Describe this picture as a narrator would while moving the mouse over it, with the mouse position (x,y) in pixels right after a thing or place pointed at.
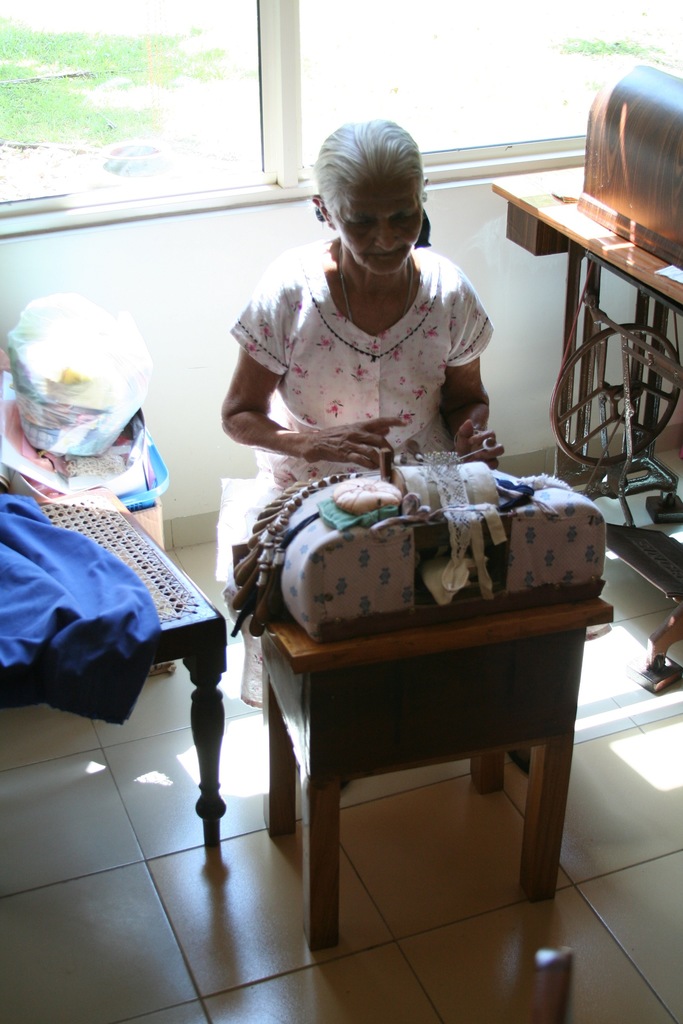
In the center (421,347) we can see one woman (443,397) sitting on stool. In front (505,680) there is table (413,715), on table (502,663) we can see one bag (339,585). On the left (120,626) again there is a table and cloth (142,627). On the right (641,137) we can see machine (649,215). in the background (224,135) there is a glass window (506,35), plastic cover (140,367), basket (142,492) and grass (155,110).
